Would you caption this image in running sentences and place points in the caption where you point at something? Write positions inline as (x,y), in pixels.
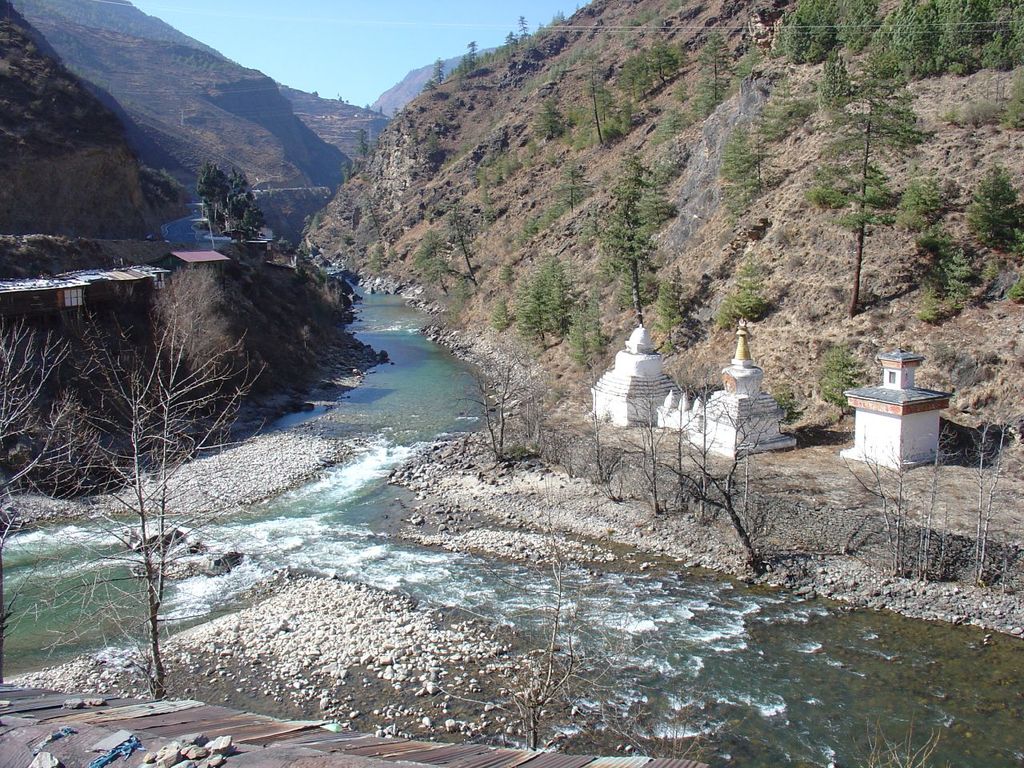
In this picture we can see water (367,569) and stones (370,600) at the bottom (377,550), they are looking like temples (601,378) on the right side (702,420), in the background (592,307) we can see hills (422,130) and trees (869,207), there is the sky (239,47) at the top of the picture (347,52), there are houses (164,269) on the left side (151,287).
